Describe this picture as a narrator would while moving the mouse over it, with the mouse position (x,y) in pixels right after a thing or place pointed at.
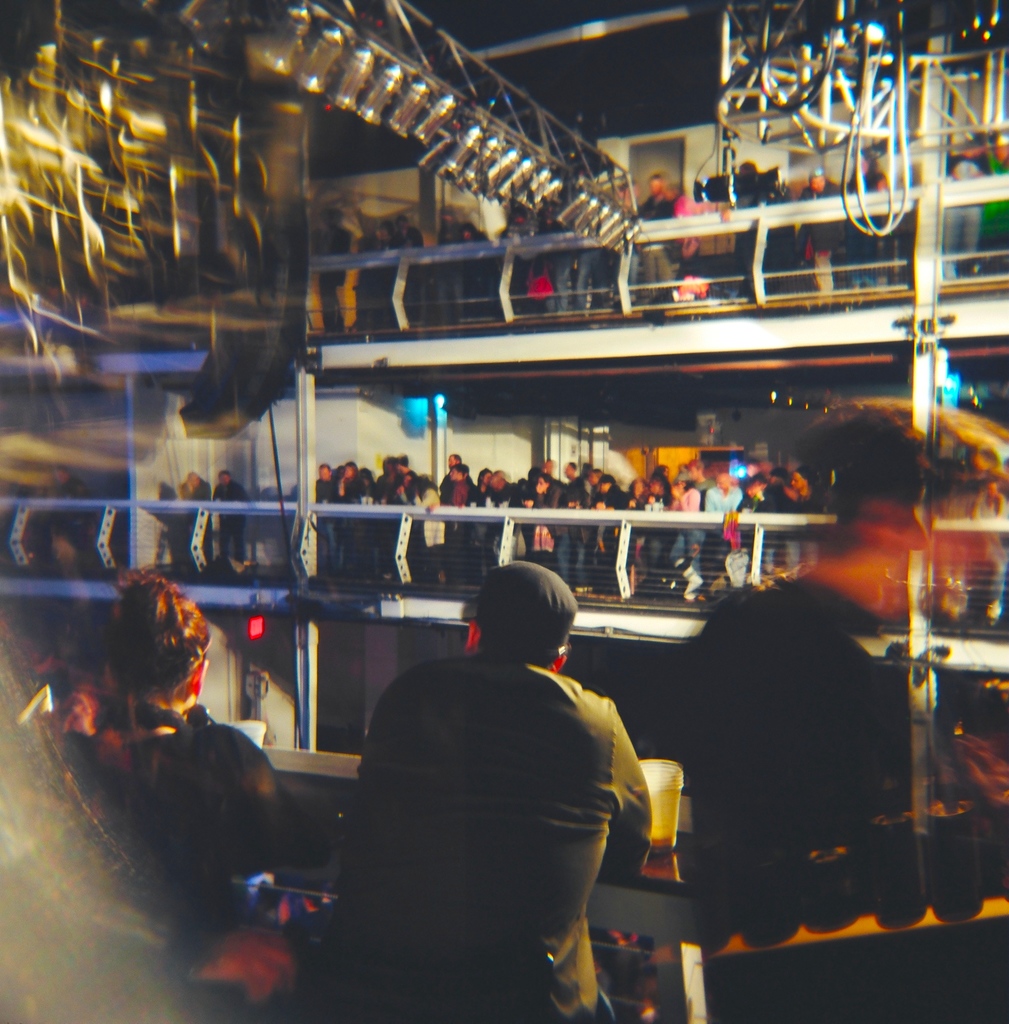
In this image we can see a group of people (173,869) standing. In the foreground (667,874) we can see glasses (673,802) placed on the surface (672,871). In the background (604,546), we can see railings (549,247) and some poles (927,201). At the top of the image (620,225) we can see some lights (607,226) placed on a metal frame (545,152).
